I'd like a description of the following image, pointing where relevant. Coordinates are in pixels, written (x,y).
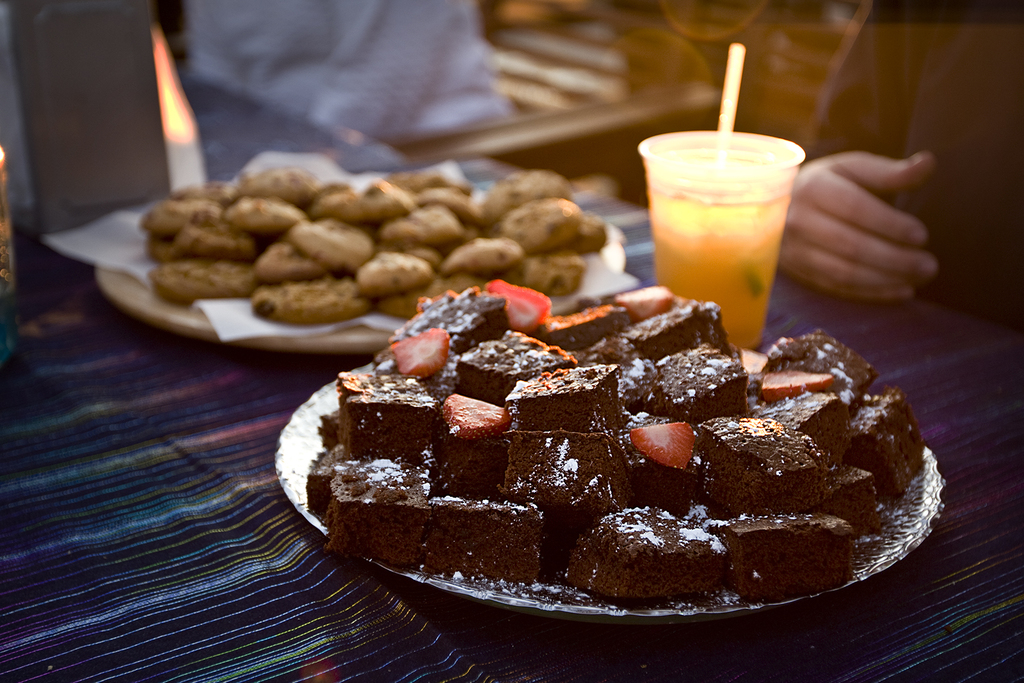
In this image, we can see desserts (383,383) and cookies (291,210) on the plates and there is a glass (715,238) with drink (721,255) and we can see a straw (729,120) in it. At the bottom (188,552), there is a cloth (198,598) on the table (73,493). In the background (343,68), there are some people (469,86).
